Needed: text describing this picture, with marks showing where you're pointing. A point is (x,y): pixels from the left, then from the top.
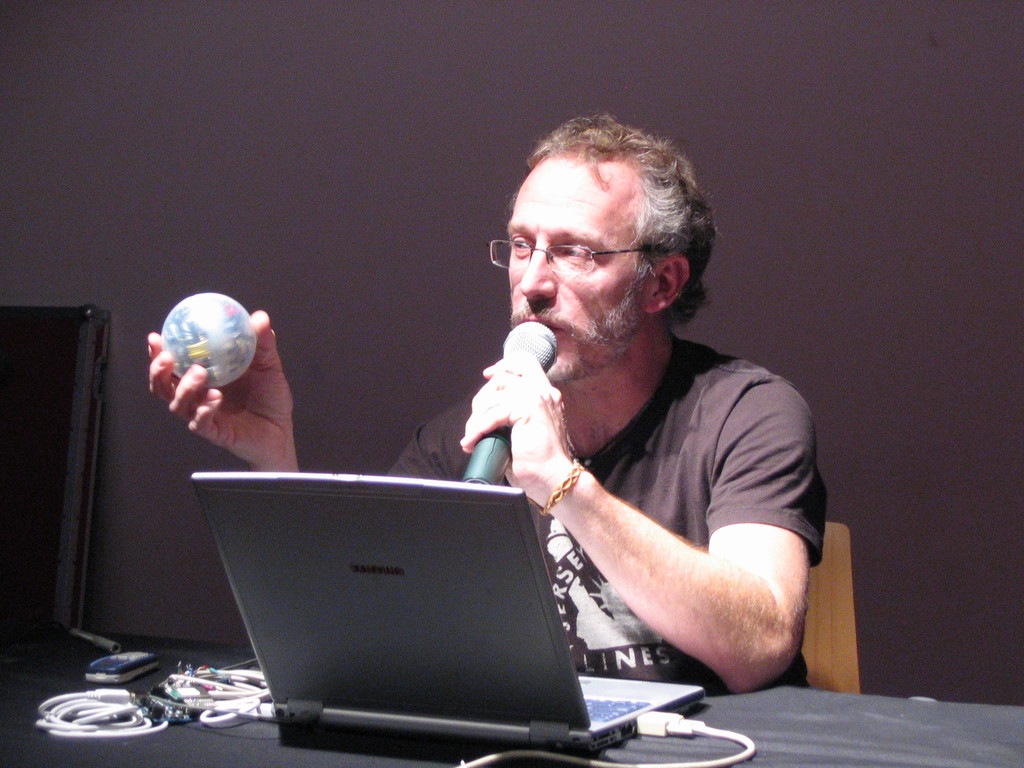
This man (537,503) is sitting on a chair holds a mic (534,357) and ball (235,350). In-front of this man (586,309) there is a table (645,739). On a table (255,739) there is a laptop (570,711), cable (123,708) and mobile (129,673).
